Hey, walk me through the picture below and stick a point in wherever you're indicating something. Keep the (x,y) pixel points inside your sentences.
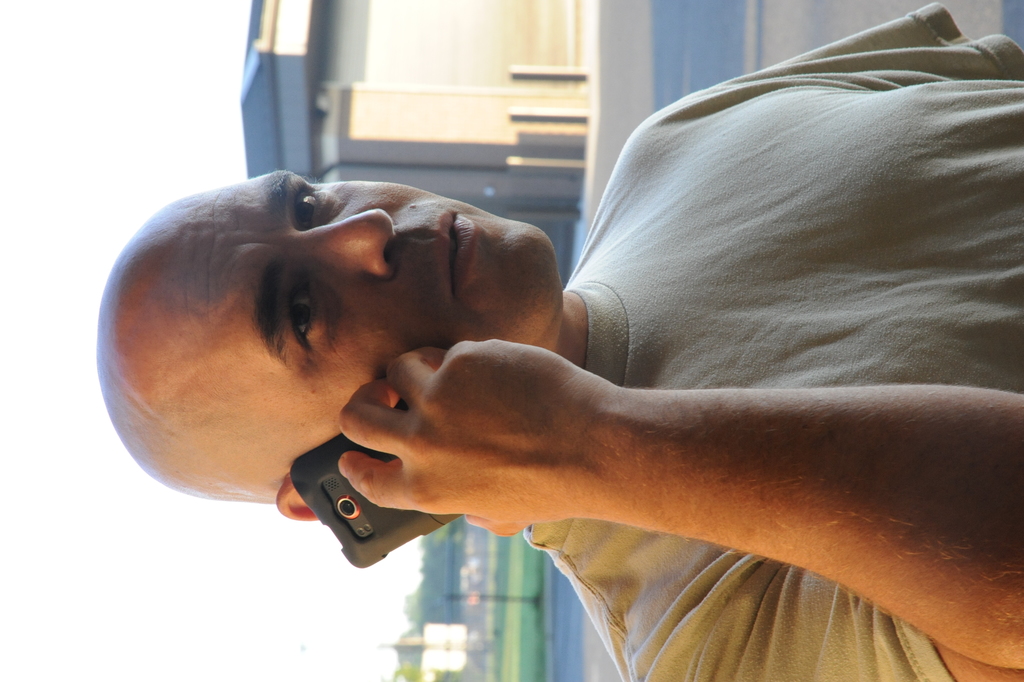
In this picture we can see a man (482,418) is holding a mobile phone (402,510), in the background (440,154) there is a building (422,110), at the bottom (516,607) we can see grass (520,644) and trees (438,592), there is the sky (402,627) on the left side of the picture (149,597).
